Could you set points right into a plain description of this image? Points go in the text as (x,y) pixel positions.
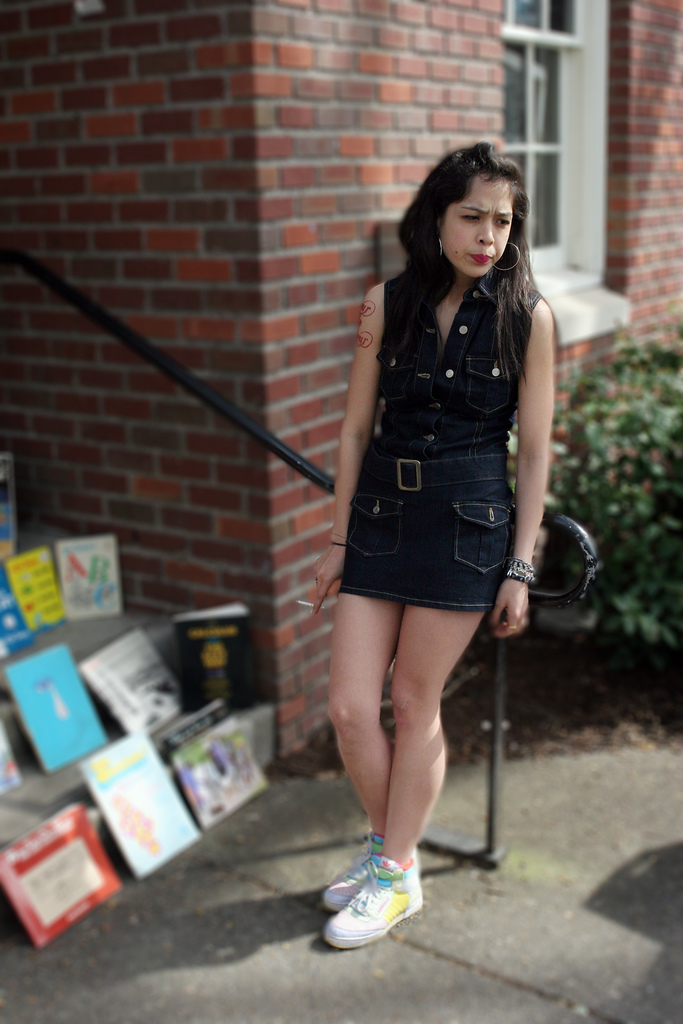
In the picture we can see a building wall (62,405) with a brick (155,419) in it and near it, we can see a railing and a woman (423,660) standing near it and she is wearing a black dress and white shoes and behind her we can see some plants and near to the railing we can see some steps (117,617) and some books (76,681) on it.
